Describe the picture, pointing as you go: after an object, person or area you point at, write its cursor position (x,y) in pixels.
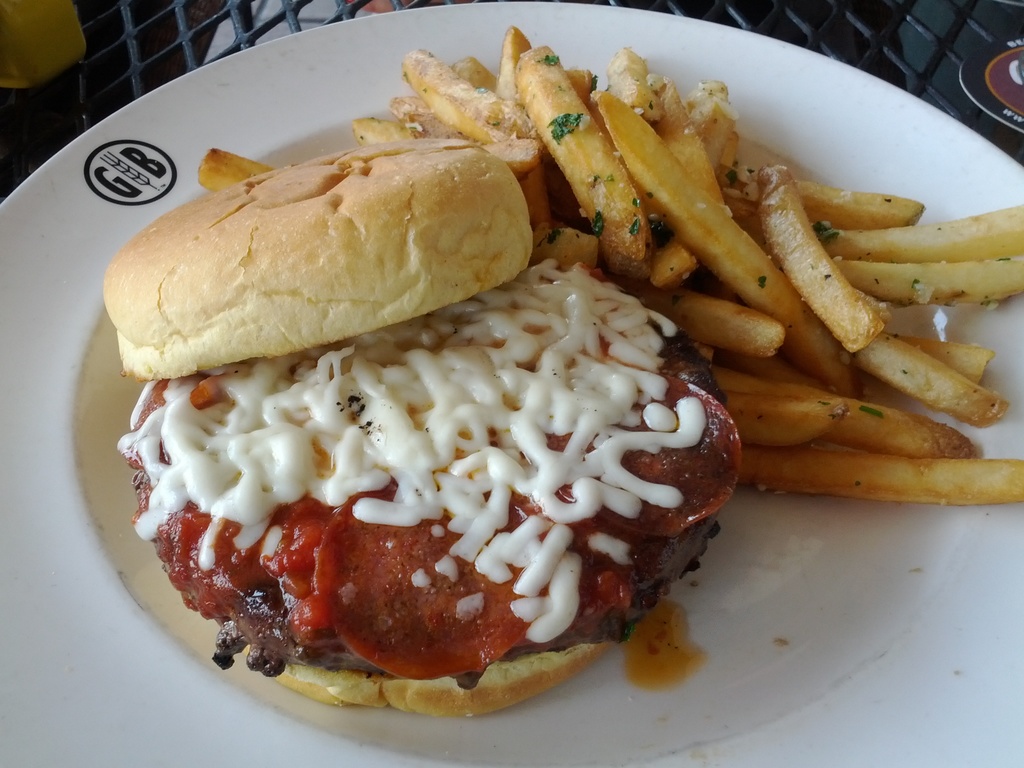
Here in this picture we can see a plate (52,229) with burger (227,365) and french fries (626,272) on it present on the table (89,77).
